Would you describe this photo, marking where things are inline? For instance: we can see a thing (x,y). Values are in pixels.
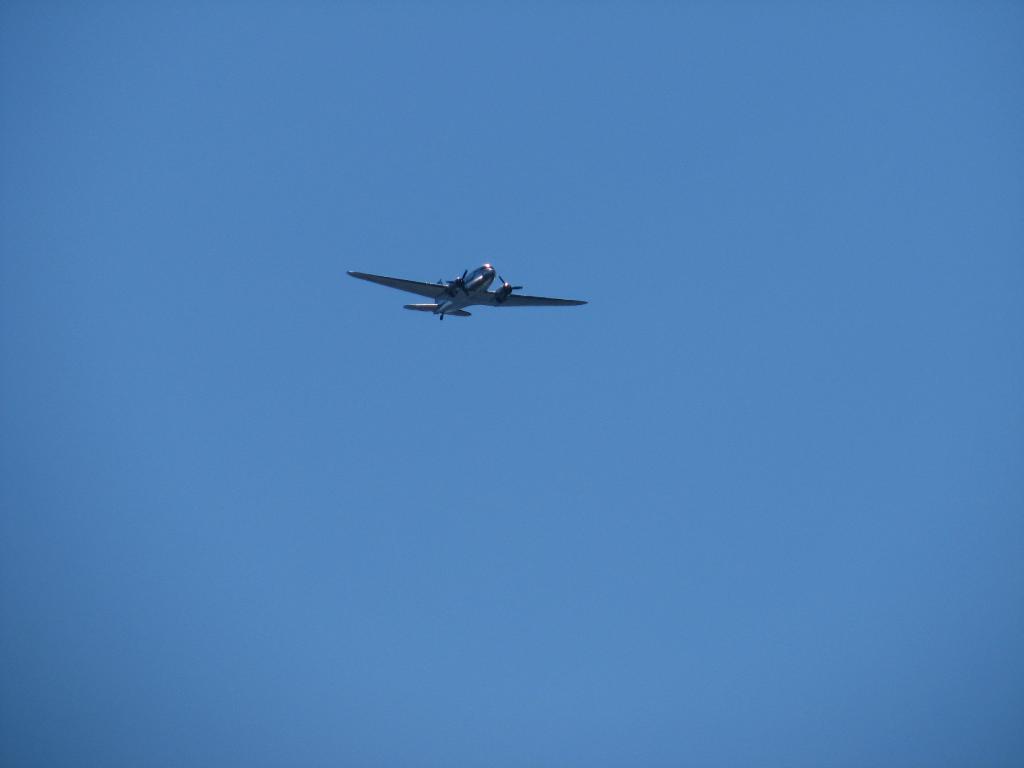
In the foreground of this image (439,301), there is an air plane (483,293) in the air (568,294). In the background (719,247), there is the sky (718,291).
